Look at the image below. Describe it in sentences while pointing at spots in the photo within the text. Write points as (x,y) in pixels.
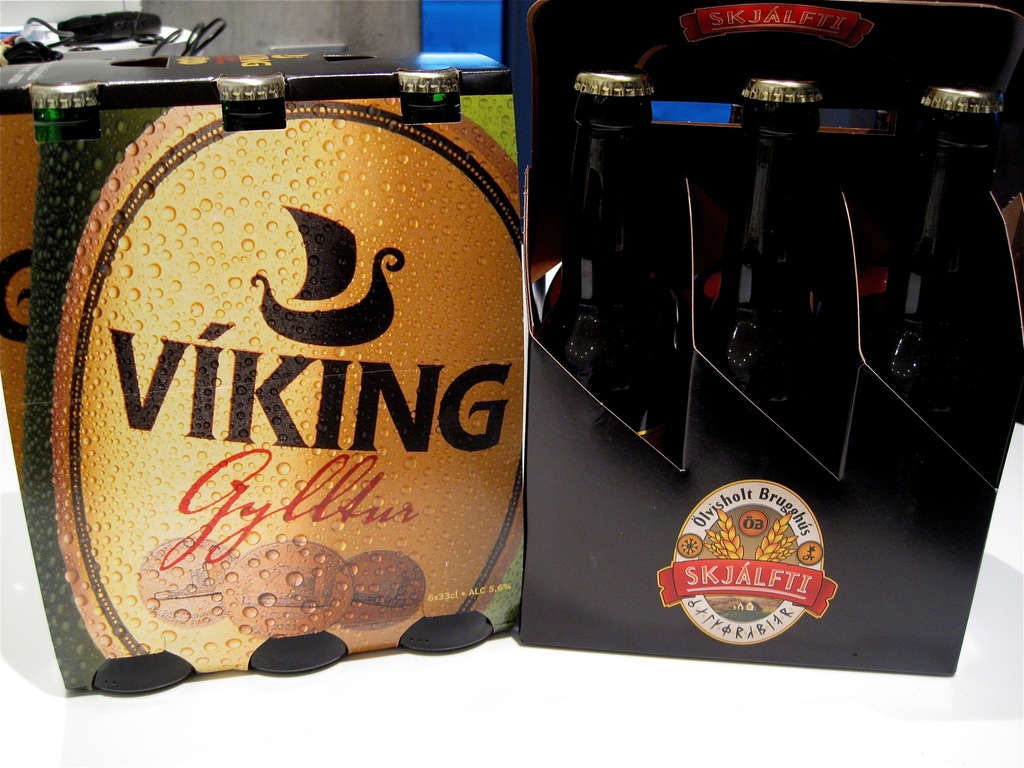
In this picture we can see the boxes (416,339) which contains bottles (593,340) on the surface (41,656). At the top of the image (93,21) we can see the wall (414,29), object (473,18) and cables (193,36).
